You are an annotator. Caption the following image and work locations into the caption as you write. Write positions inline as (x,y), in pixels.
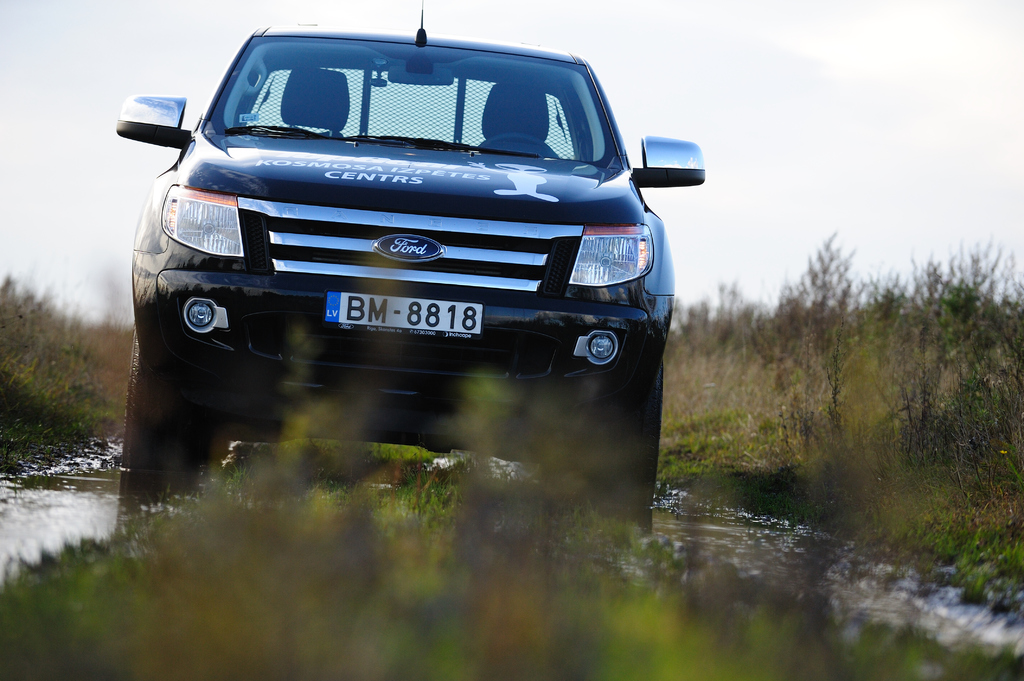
In this picture we can see a car (576,364) on water (54,504), grass (258,504), trees (23,329) and in the background (972,78) we can see the sky (662,133).
